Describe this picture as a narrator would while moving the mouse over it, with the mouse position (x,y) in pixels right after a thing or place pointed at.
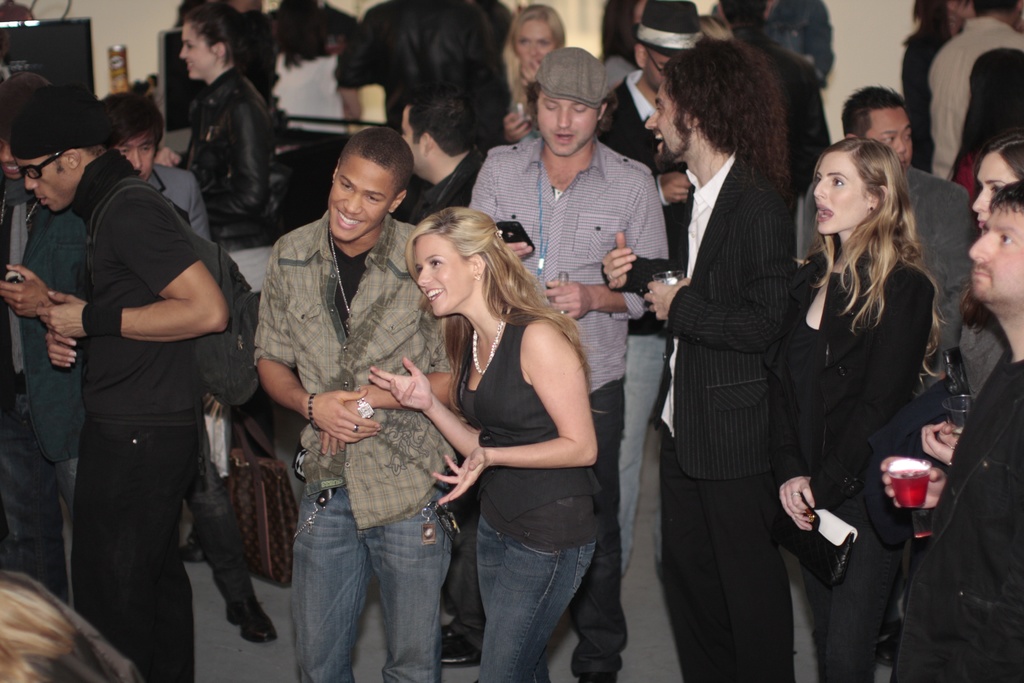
In this image, we can see a group of people (682,466) are standing. Few are smiling and holding some objects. At the bottom (664,668), we can see the floor (640,668). Background (147,14) there is a wall (159,10). Here we can see few objects (126,85).
